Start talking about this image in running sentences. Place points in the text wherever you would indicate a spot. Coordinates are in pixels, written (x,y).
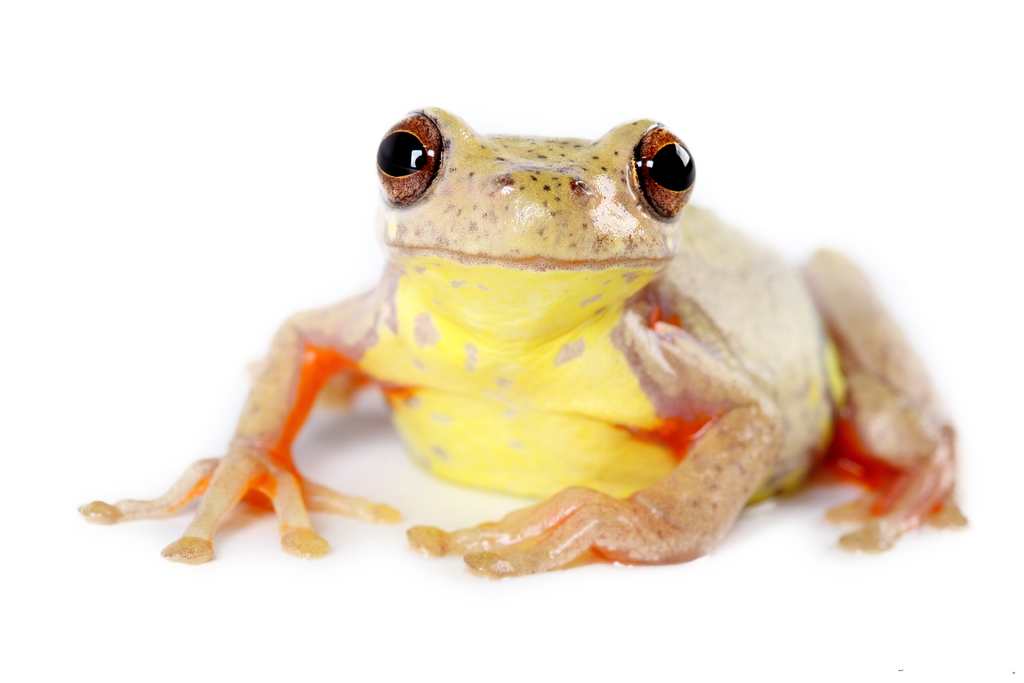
In the middle of the image (439,389) there is a frog (608,406) on the white surface (372,568). The frog (267,466) is yellow and orange in colour with big eyes (390,147).
